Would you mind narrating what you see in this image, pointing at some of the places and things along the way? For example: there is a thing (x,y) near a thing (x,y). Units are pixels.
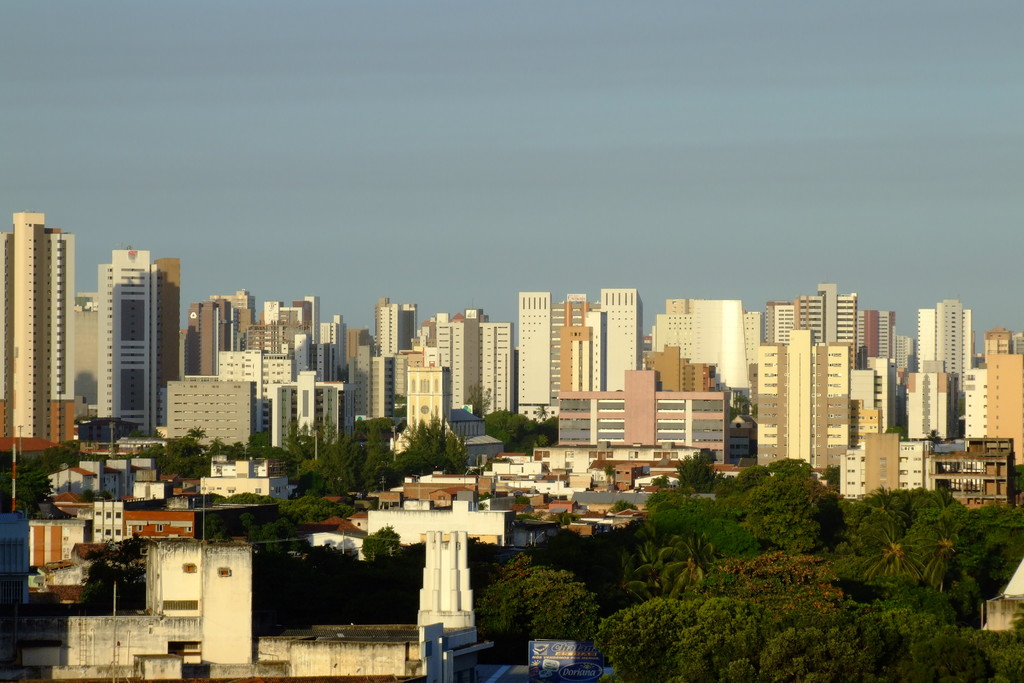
In this image I can see trees (489,556) in green color, buildings (487,348) in cream, white and brown color. Background (942,219) the sky (511,134) is in blue color.
